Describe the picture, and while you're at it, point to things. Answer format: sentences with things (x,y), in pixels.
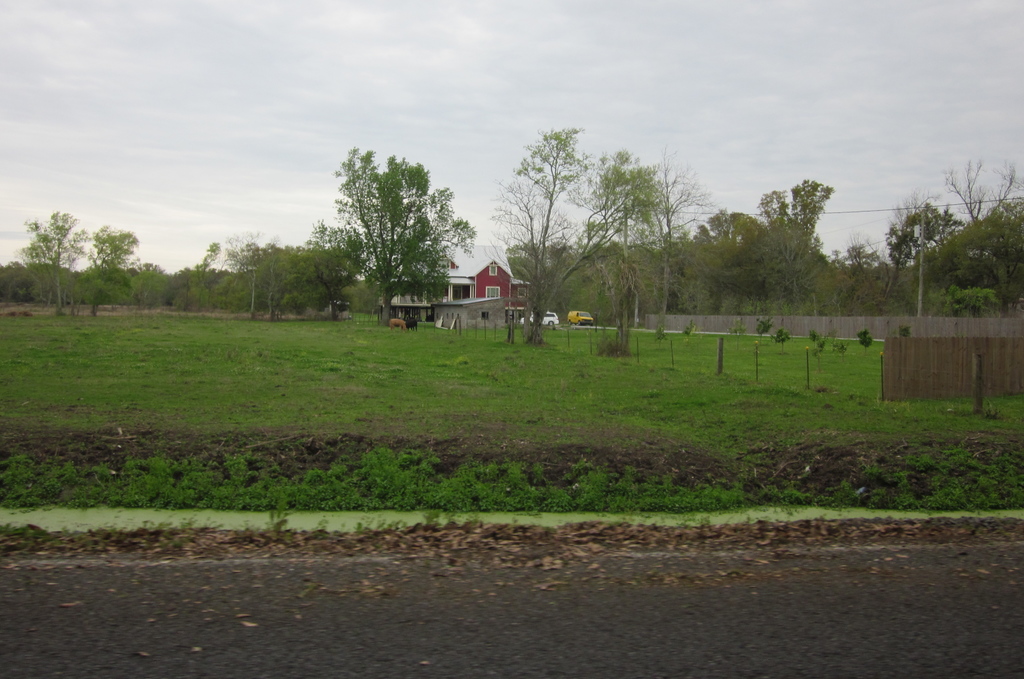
In this image there is a house (454,276) in the background (437,275) and there are trees (420,261) around it. At the bottom (354,633) there is a road (420,633). Beside the road (843,656) there are small plants (240,469) and grass (430,390). There is a fencing (938,357) around the house (500,290). Beside the house (504,287) there are two cars (551,321) and two animals (401,324) on the left side of the house (468,284). At the top (388,88) there is sky (307,152).
